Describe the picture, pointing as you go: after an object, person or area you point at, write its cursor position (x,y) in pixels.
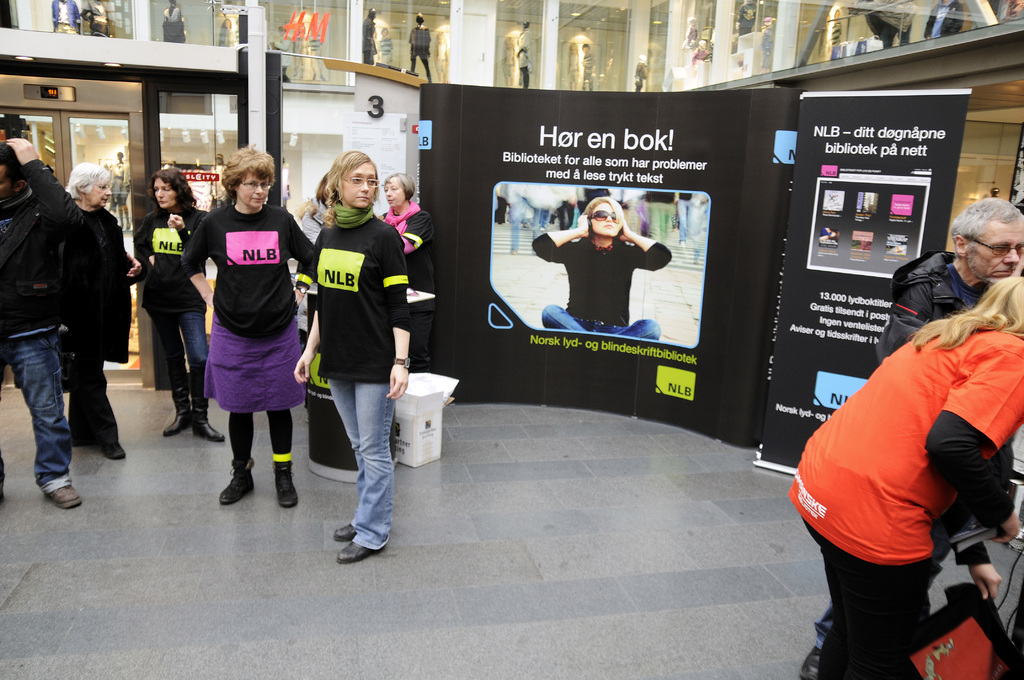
In this image, we can see some persons (393,300) standing and wearing clothes (909,358). There is a banner (668,267) in the middle of the image (628,291). There are some display models (425,37) at the top of the image (441,40).
